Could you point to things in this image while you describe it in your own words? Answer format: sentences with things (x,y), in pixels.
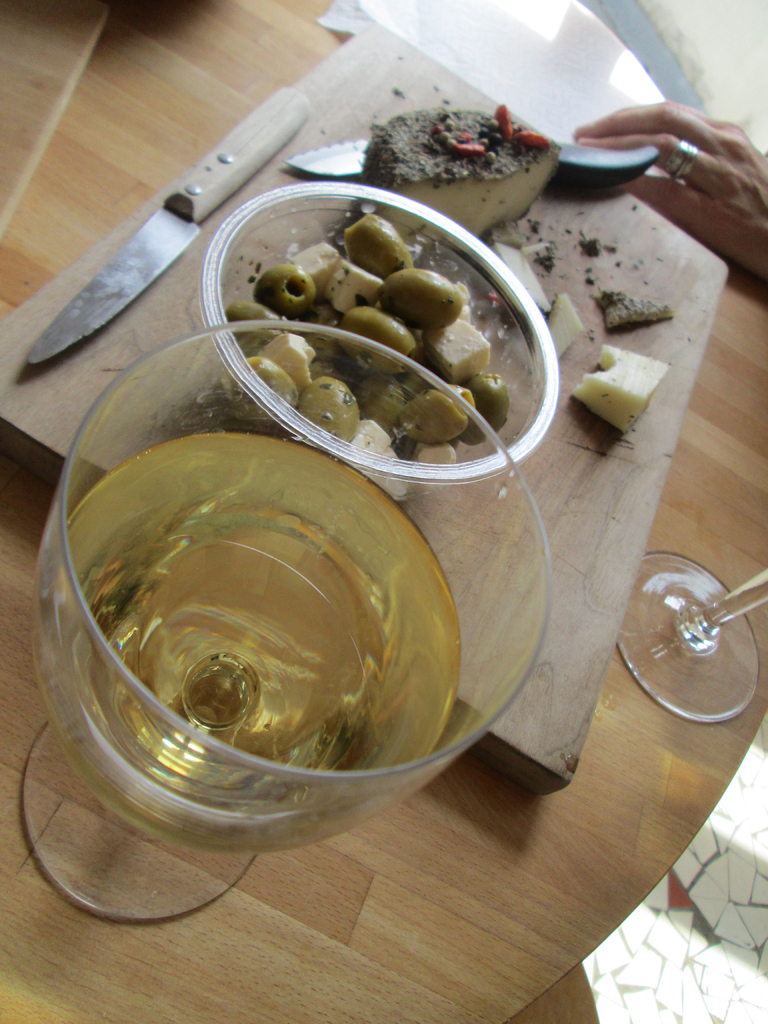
In this image there is a table (756,428), on that table (734,372) there is a chopping board (684,292), on that chopping board (600,530) there is knife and food items (484,153) and there is a bowl (250,257) in that bowl (240,275) there are food items (343,298).
